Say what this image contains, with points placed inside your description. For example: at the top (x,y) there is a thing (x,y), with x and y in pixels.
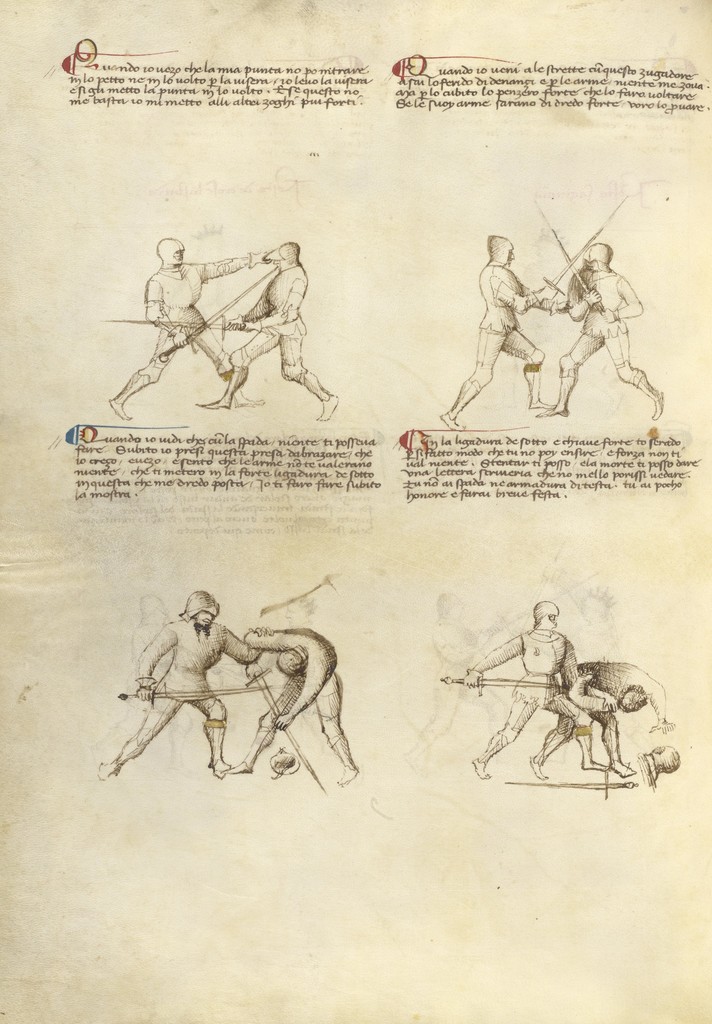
In this image I can see few people (501,328) holding swords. I can see something is written on the paper (202,808).
